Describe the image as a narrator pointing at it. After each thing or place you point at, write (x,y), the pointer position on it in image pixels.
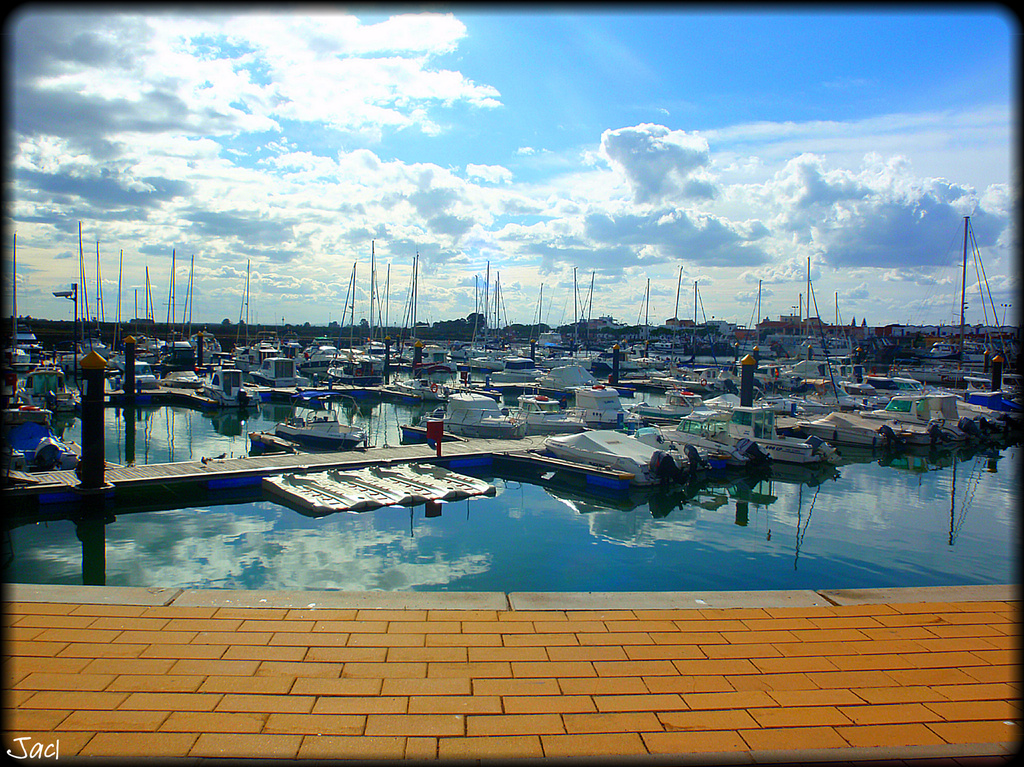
In this image we can see group of boats (633,350) placed in water (395,425). In the center of the image (463,451) we can see some poles (754,390), a deck (473,438) on the water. In the background (831,331), we can see a group of buildings (868,332), trees (444,331) and the cloudy sky (347,198). In the foreground (457,626) we can see pathway (132,734) and some text (33,750).
